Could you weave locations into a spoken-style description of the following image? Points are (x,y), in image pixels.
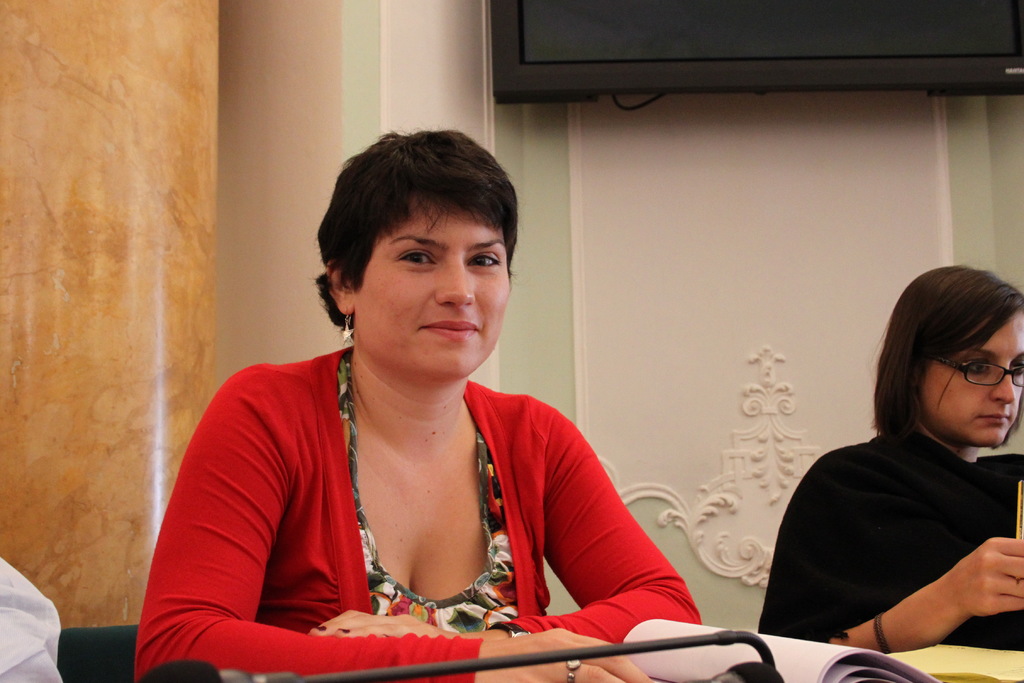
In this image I see 2 women (443,284) and I see that this woman (345,359) is smiling and she is wearing red color dress (316,473) and this woman (848,502) is wearing black color dress (863,562) and I see few papers (654,662) over here. In the background (700,97) I see the wall (610,317) and I see a screen (762,50) over here and I can also see a black color thing (418,673) over here.
